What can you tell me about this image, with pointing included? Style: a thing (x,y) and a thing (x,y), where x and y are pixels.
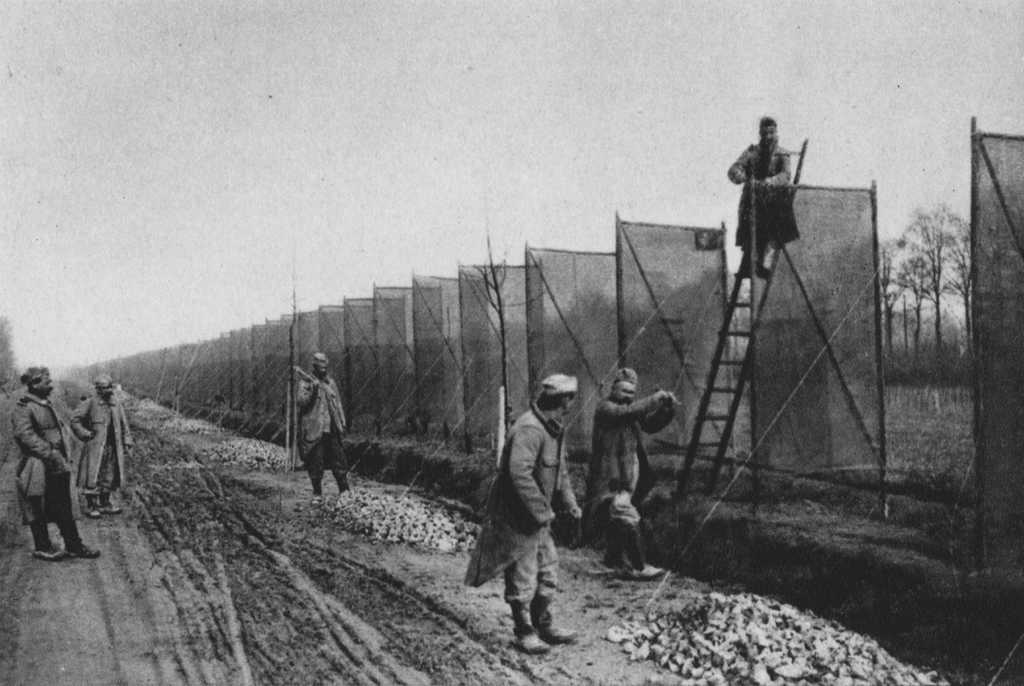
In this image I can see the black and white picture in which I can see few persons (93,454) standing on the ground (359,494), a ladder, a person (772,138) standing on the ladder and few metal poles (809,308) on the ground (968,462). I can see few trees (903,288) and in the background (709,90) I can see the sky (392,151).
